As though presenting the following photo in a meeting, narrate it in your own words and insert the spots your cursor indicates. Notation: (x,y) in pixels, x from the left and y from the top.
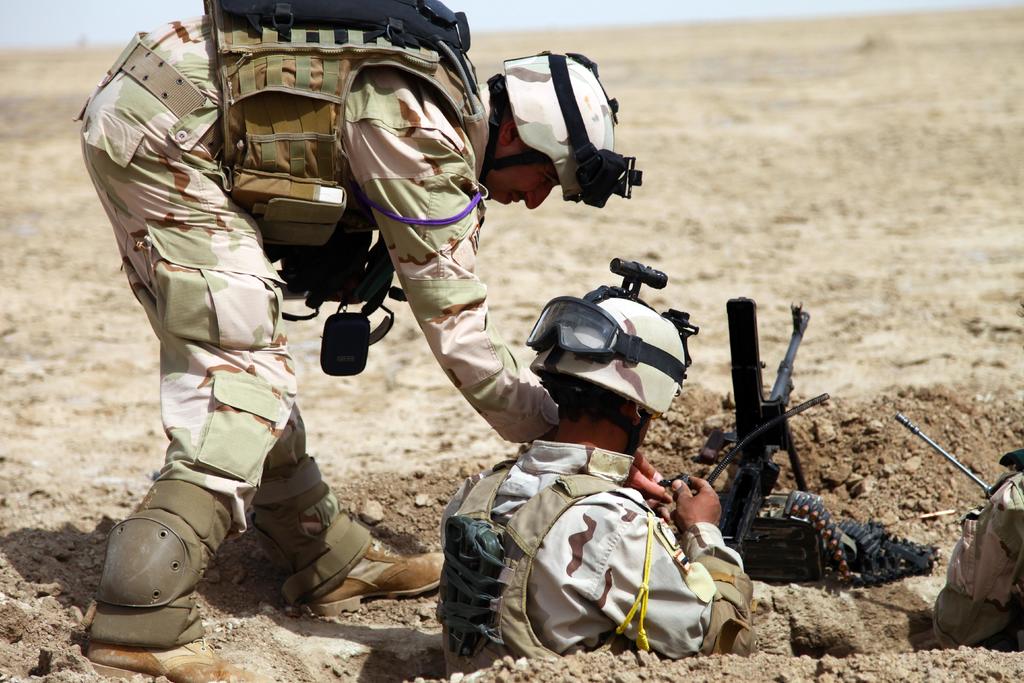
In this picture there is a man (204,222) who is wearing helmet (563,129), bulletproof jacket (318,122), shirt (404,199), trouser (234,323) and shoe (370,562). He is bent over to the man (539,636) who is standing on this hole (406,661). He is also wearing the same dress (617,475). Beside them I can see the machine gun (746,511), bullets (806,515) and bag (995,544). In the background (899,35) I can see the open area (733,89). At the top (856,4) there is a sky (548,3).
